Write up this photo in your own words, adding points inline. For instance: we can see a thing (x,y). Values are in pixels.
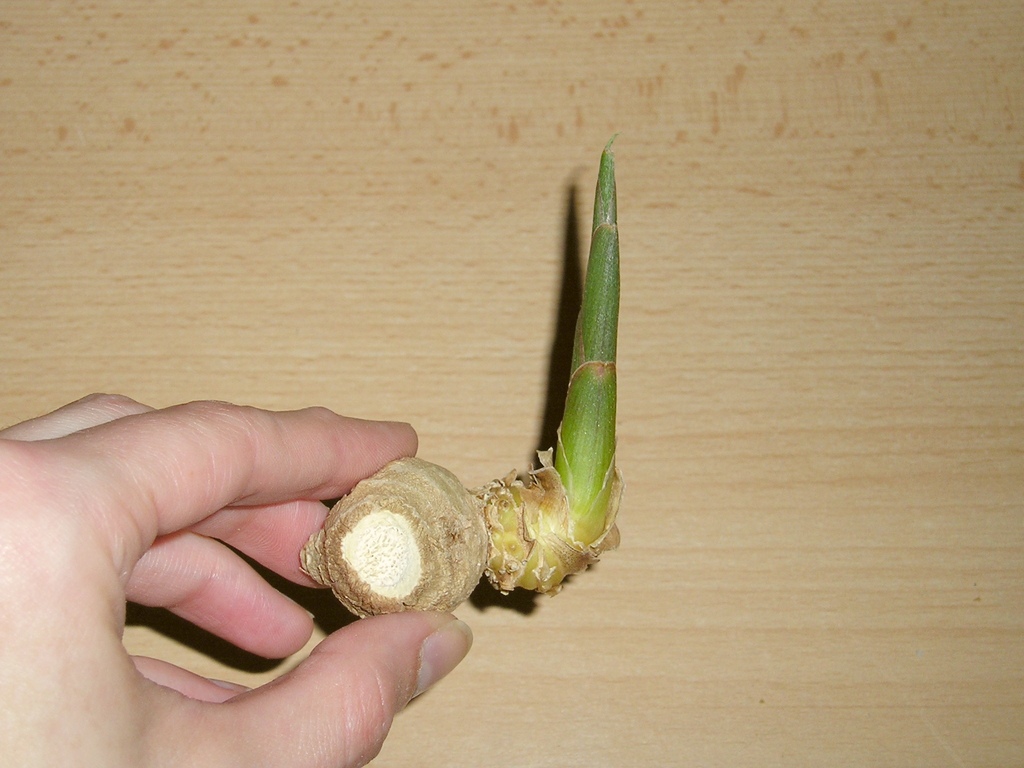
In the center of this picture (442,494) we can see the hand (271,691) of a person (175,535) holding an object (569,493) seems to be the ginger (556,540). In the background (620,181) we can see a wooden object (818,146).
